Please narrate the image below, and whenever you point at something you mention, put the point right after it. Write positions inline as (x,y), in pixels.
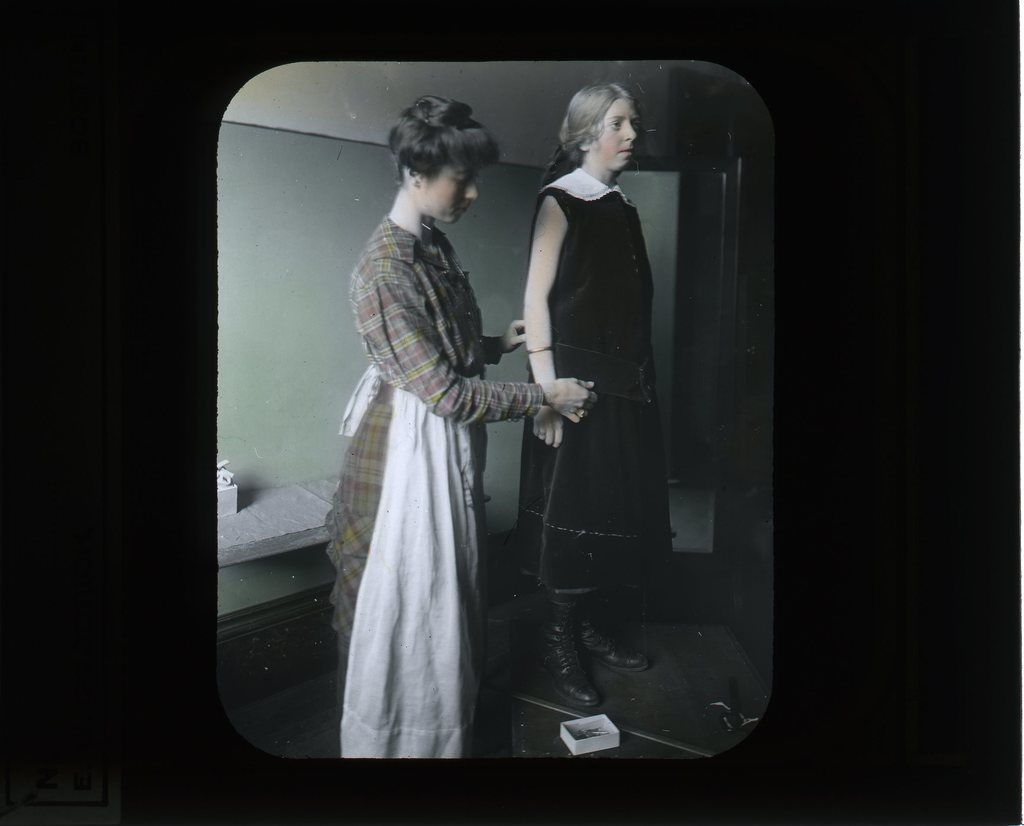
In this picture we can see two women (377,532) standing and beside to them we can see a box (582,747) and wall (304,399).
